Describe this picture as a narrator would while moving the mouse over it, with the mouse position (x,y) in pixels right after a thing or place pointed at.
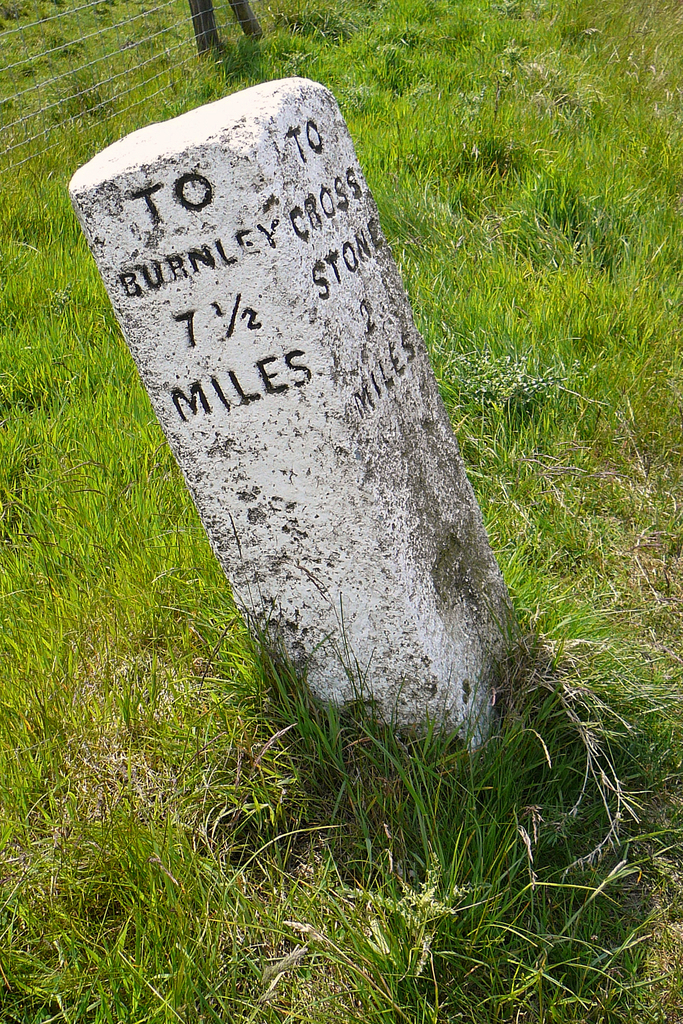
In front of the image there is a pillar (273,498) with some text (309,368) on it. At the bottom of the image (212,885) there is grass (76,661) on the surface (119,585). In the background of the image (41,22) there is a fence (84,8).
